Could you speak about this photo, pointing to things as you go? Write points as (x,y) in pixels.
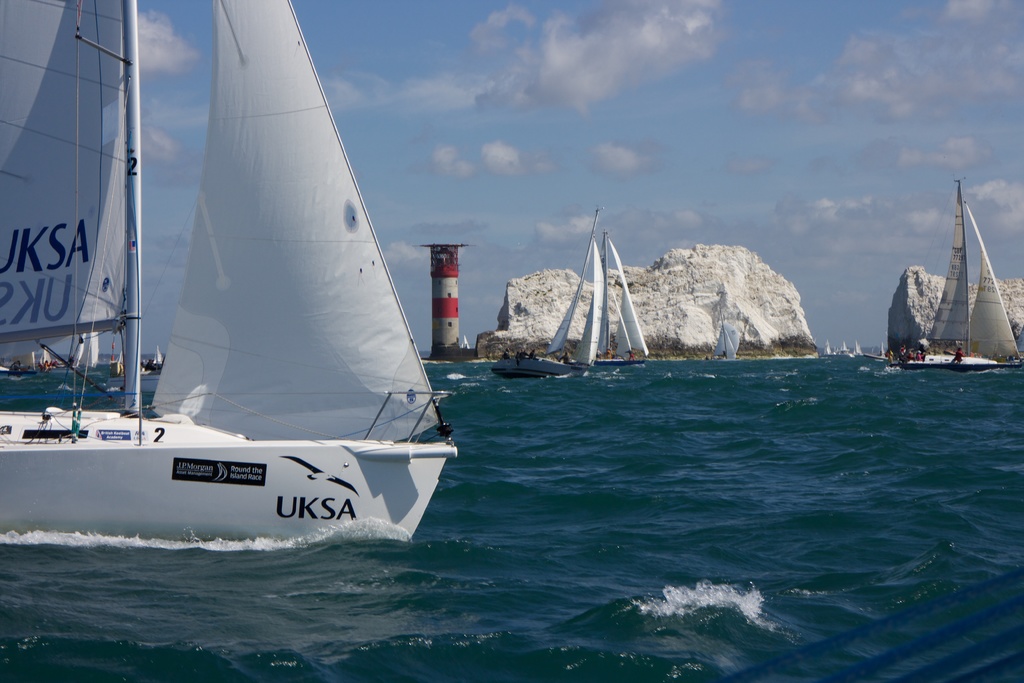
In this image I can see the water (749,556), a boat (233,496) which is white and black in color on the surface of the water (461,368). In the background (607,334) I can see few boats (602,349), few huge rocks (899,315) and a tower (448,340) which is red and white in color. I can see the sky (490,139).
